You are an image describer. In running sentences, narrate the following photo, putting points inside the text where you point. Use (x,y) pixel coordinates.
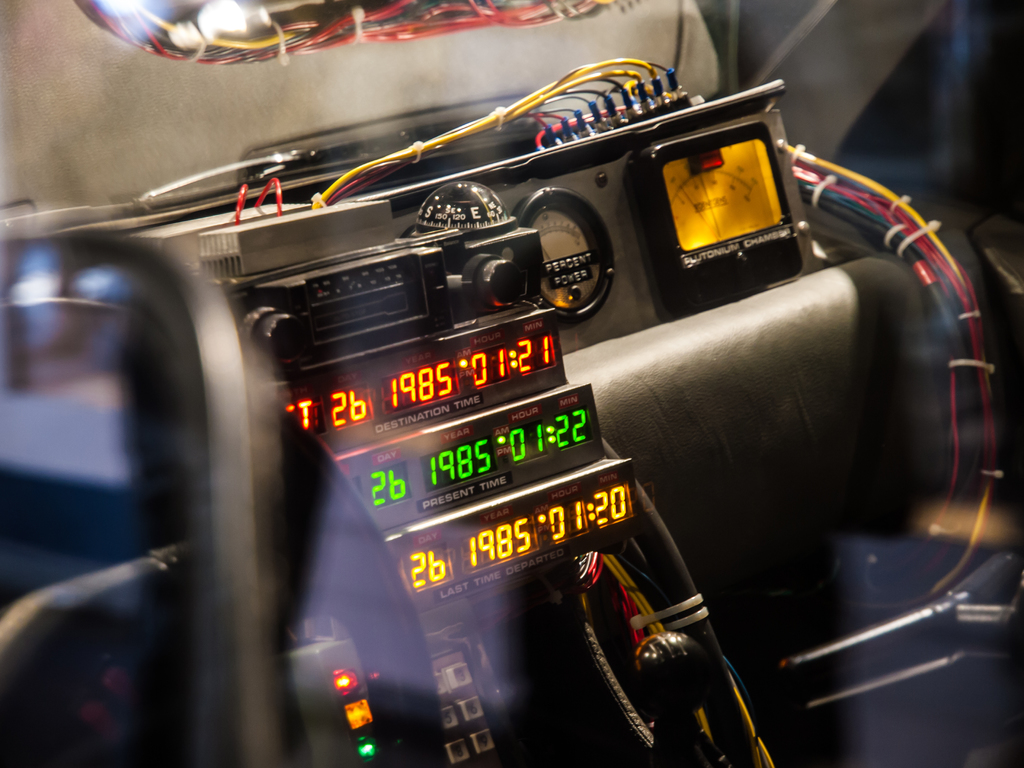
In the image, there is a machine (549,276) and it is displaying time instances (466,477) and there are many wires (547,113) connected to the machine (407,189).
